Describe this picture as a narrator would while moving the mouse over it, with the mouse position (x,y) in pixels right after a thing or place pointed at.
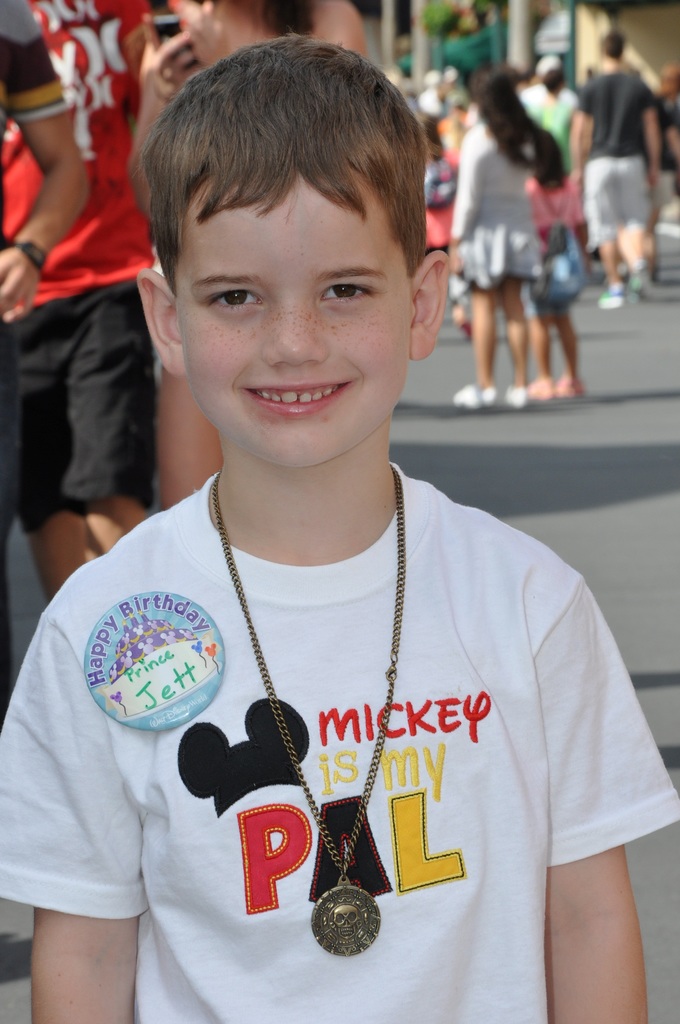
In the picture we can see a boy (640,796) standing on the path (655,431) wearing a white T-shirt (488,1016) and he is smiling and on his neck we can see a chain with a locket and in the background (506,205) we can see some people (488,244) are also standing and some are walking.
